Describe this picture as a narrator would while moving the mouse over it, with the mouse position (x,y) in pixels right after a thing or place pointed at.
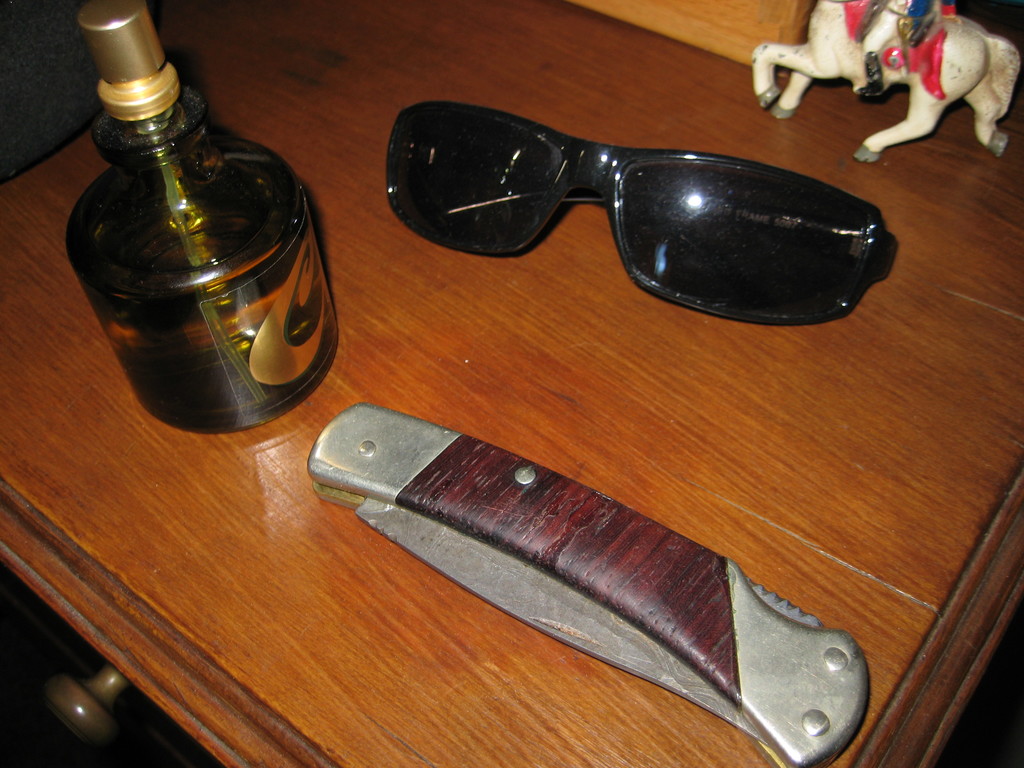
In this image there is a table (600,229) and we can see glasses (615,219), knife (563,562), perfume (289,276) and a figurine (943,60) placed on the table (330,638).
